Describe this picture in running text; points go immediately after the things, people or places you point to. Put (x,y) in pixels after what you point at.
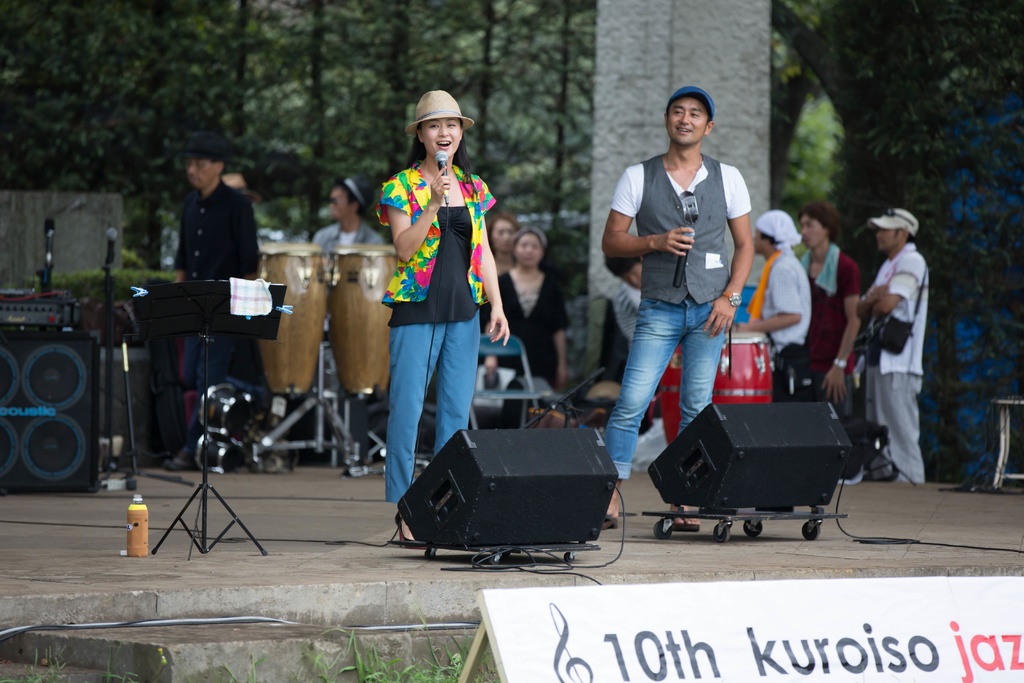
A woman (431,149) is speaking with mic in her hand (443,178). Beside her there is man (673,243) holding mic (677,270) in his hand (691,233). There are some people (537,266) behind these.
